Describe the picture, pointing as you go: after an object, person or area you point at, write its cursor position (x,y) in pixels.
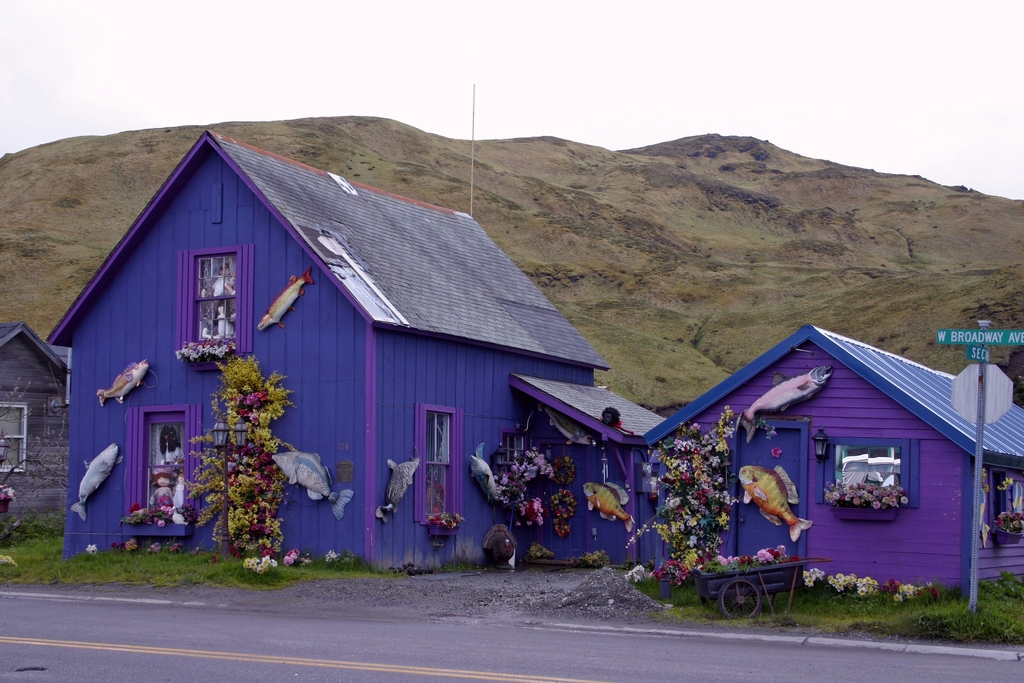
Here we can see road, grass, plants (846,502) and flowers (548,464) and we can see fishes (135,385) attached on house (126,401) and board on pole (975,549). In the background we can see hill (504,186) and sky (540,58).
